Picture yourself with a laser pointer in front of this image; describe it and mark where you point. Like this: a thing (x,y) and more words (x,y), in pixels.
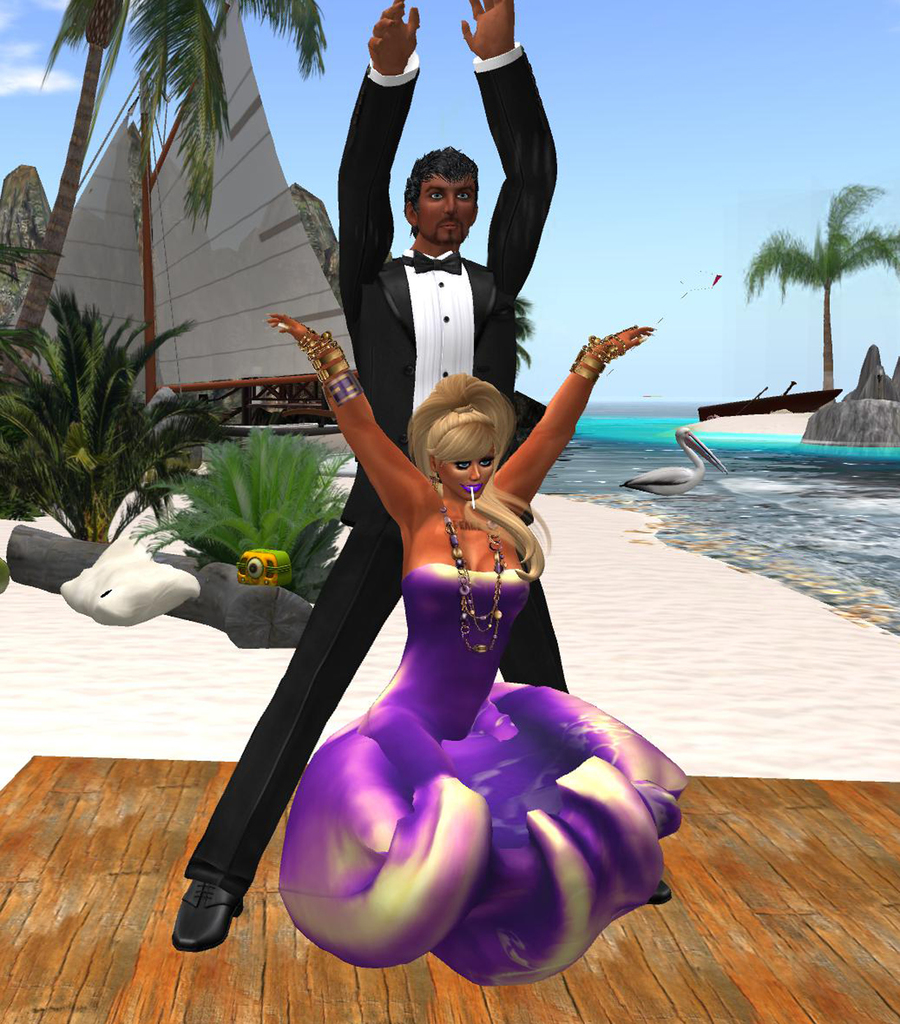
It is an animated image, in this a man (519,154) is standing, he wore black color coat (394,402), trouser (351,565) and this woman (581,759) wore purple color dress (504,812). On the right side (738,454) it is water (757,459), there is a bird (694,456). At the top (652,174) it is a sky (658,135).
